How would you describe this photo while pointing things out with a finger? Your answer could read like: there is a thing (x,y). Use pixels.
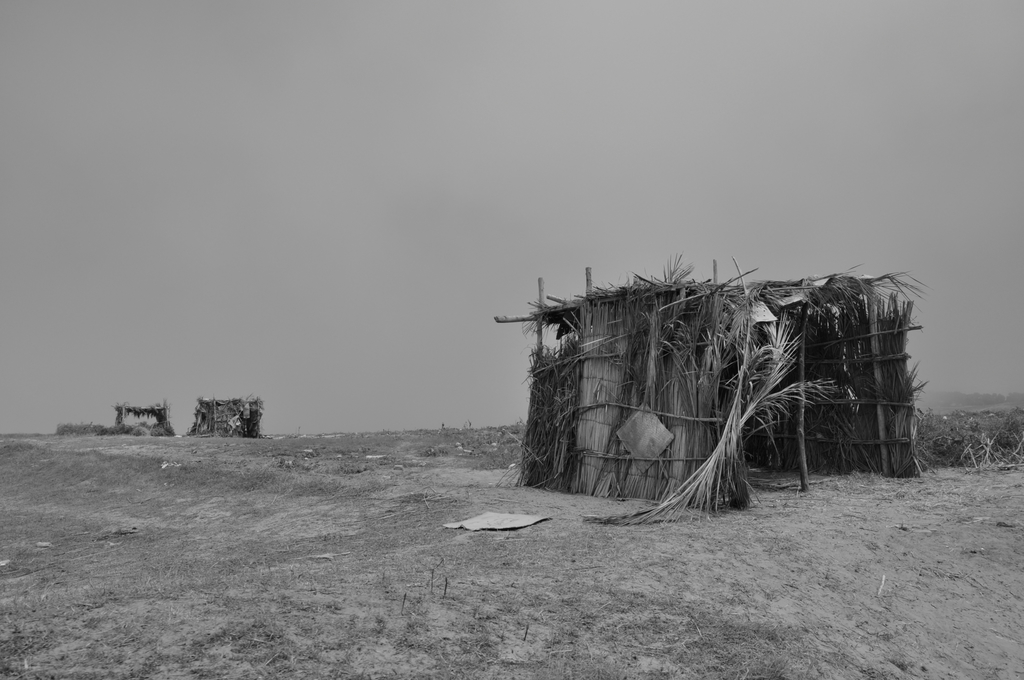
This is a black and white image, in this image there is a land (149,444) and huts (867,369).
